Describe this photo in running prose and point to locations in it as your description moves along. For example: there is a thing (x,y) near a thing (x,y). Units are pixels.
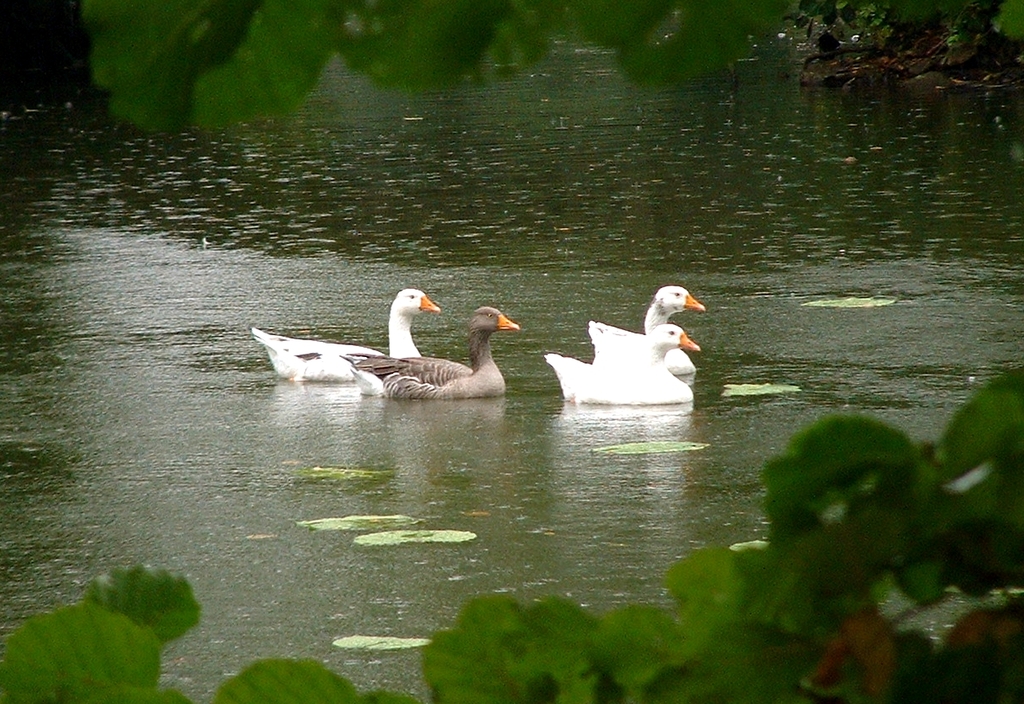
In this picture we can see some white and brown color ducks (441,391) swimming in the pond water (569,474). In the front (490,675) bottom side we can see some green leaves (724,682).
